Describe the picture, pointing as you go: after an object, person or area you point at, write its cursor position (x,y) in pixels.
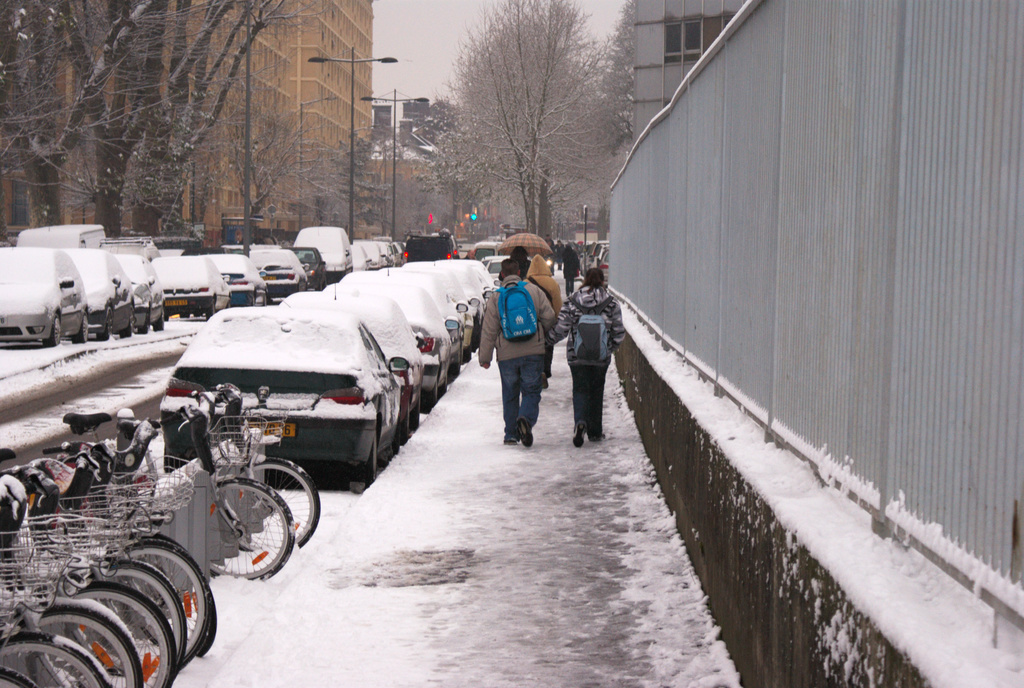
In this image, we can see few people (587,386) are walking through the walkway (500,499). Few are wearing backpacks (509,298). On the right side of the image (799,405), we can see grill (842,227), snow (785,497) and wall (736,512). On the left side of the image (191,577), we can see some vehicles (380,358) are parked on the road (146,401). Background (20,202) there are so many trees (402,189), poles (396,152), buildings (653,114) and sky (421,42).
